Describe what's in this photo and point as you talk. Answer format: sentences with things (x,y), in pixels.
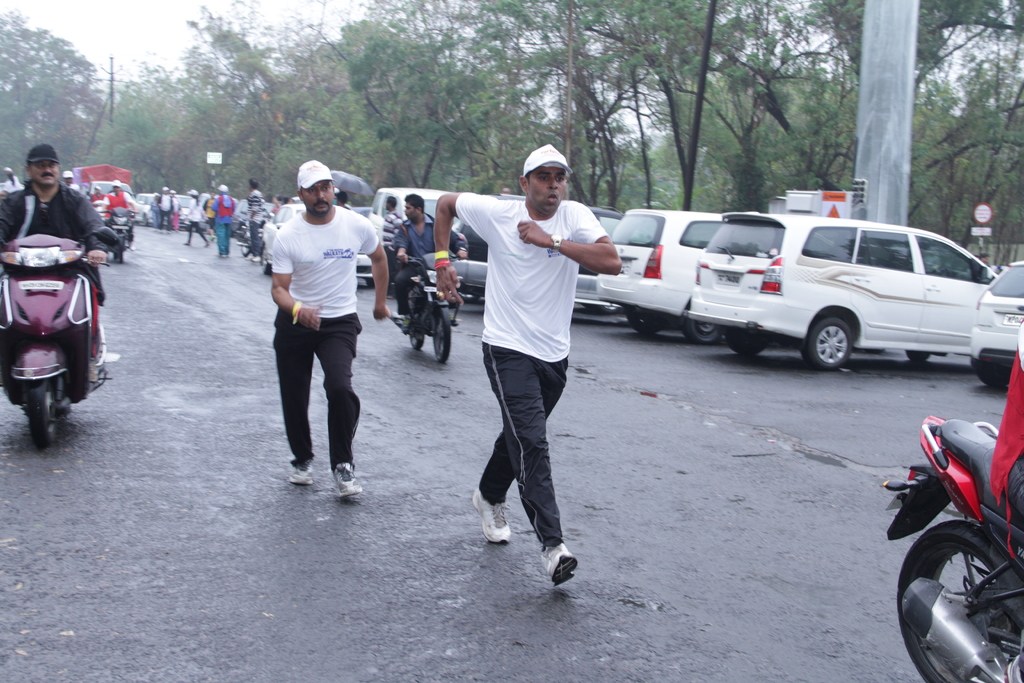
There are two people (319,315) running and few people (67,221) riding the motorbikes (429,270) on the road (207,231). These are the cars (762,299), which are parked. I can see few people (220,228) standing. This looks like a pole (896,137). These are the trees (208,116). On the right side of the image (981,204), I can see a board (976,228), which is attached to a pole (982,245).
